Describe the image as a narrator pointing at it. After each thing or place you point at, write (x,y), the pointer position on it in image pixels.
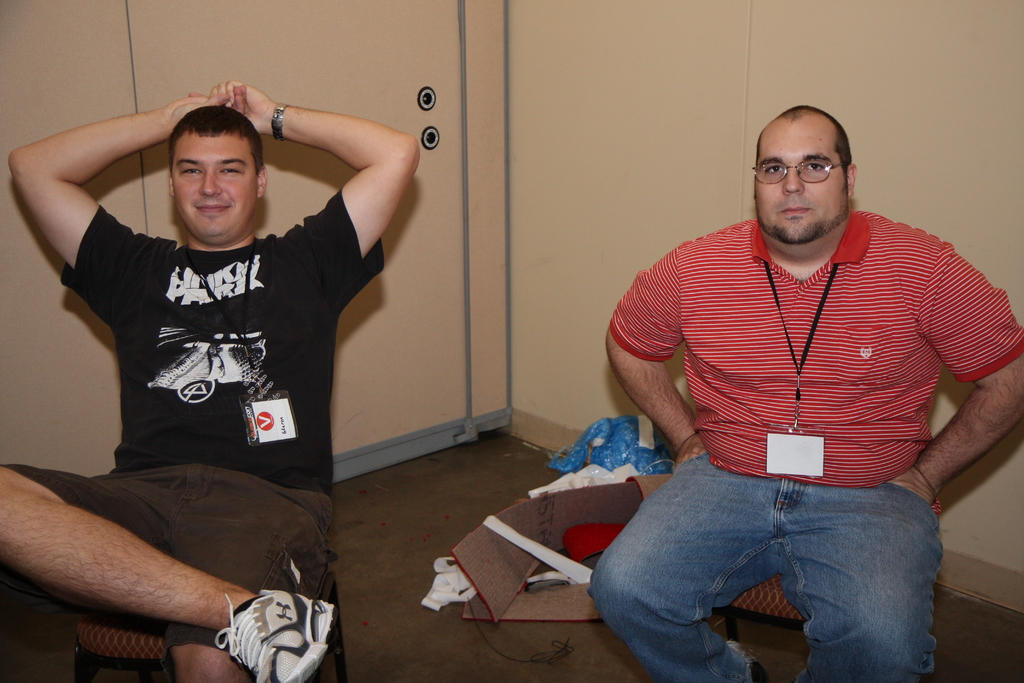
In this picture we can observe two men (744,466) sitting in the chairs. Both are wearing t-shirts (323,391). One of them is wearing spectacles (769,179). We can observe cream color wall (630,64) in the background (846,49).
